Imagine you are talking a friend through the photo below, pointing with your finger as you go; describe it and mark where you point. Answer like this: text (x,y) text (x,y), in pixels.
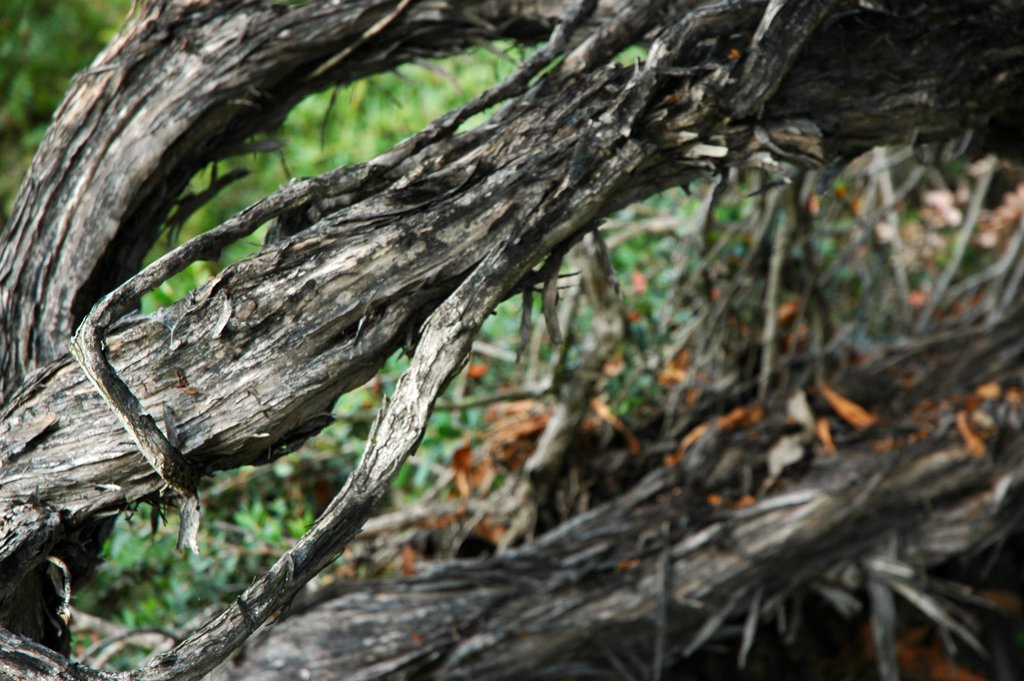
In this image, we can see a dried wood (154,322) on the blur background.
